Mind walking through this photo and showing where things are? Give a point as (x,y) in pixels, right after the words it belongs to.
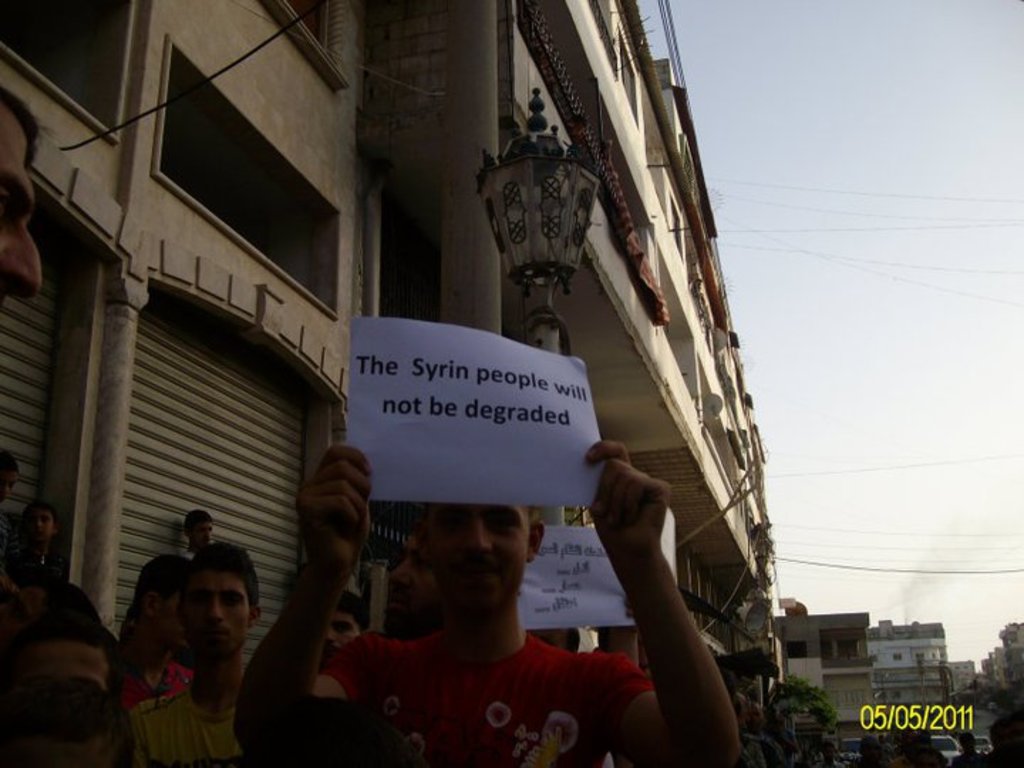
In the image there is a man (347,647) in red t-shirt (472,753) holding a paper (408,399) and behind him there are many people (759,738) standing, this is clicked on a street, on the left side (69,35) there is a building (231,179) with a light (558,235) in front of it and in the back (849,692) there are vehicles (952,757) on the road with buildings (902,673) behind it and above its sky (878,173).
